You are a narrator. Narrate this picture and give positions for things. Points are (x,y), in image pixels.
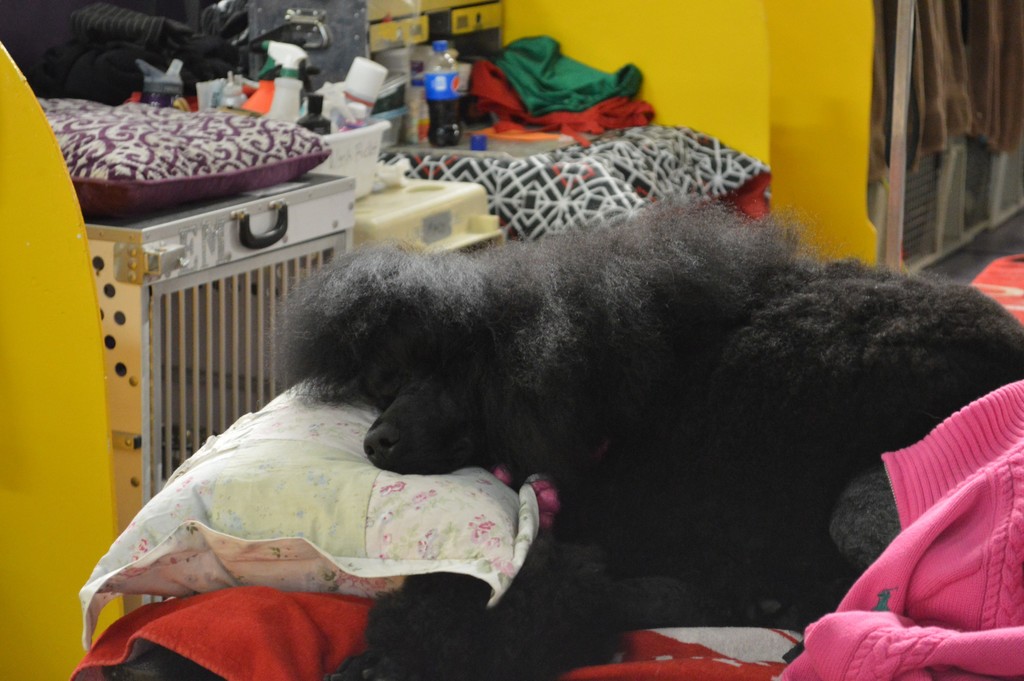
In this image there is a black color dog (548,363) present on the bed (629,634). Image also consists of a pillow (324,438), cushion (180,141), soft drink bottle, pink color sweater (923,519), a basket (338,161) with a white bottle (367,70), black bottle (313,125), white spray bottle (289,86). In the background (789,85) there is a plain yellow wall (730,65) and there is also green and red color clothes (573,103).
